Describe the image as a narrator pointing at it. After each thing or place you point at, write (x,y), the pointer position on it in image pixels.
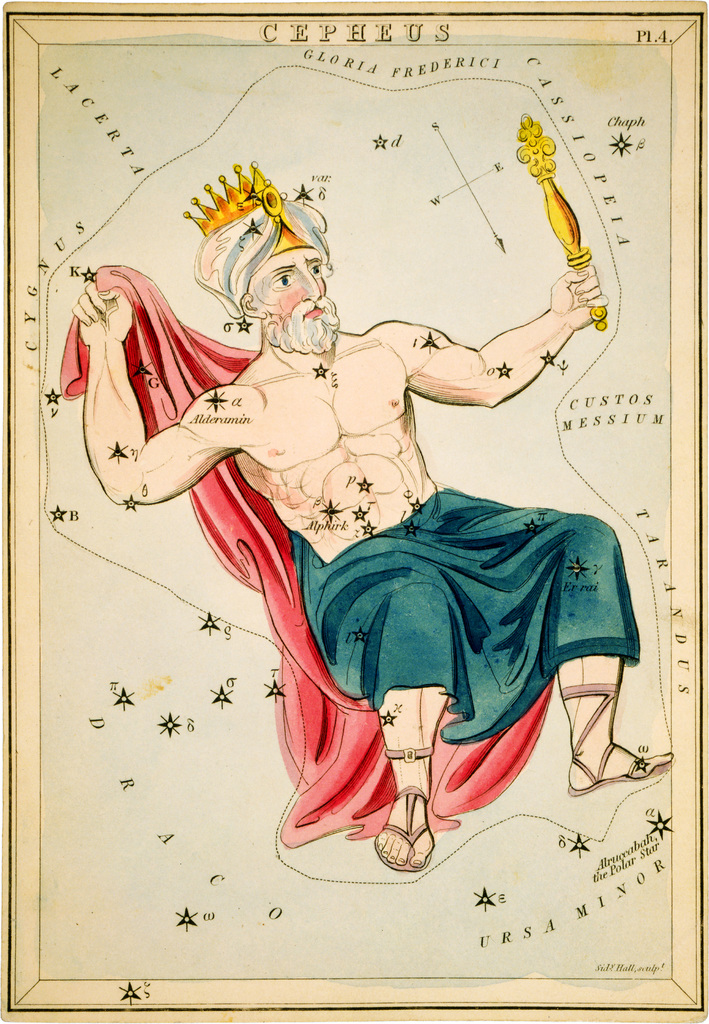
In this image we can see a man (437,704) holding red color cloth (376,763) and has a crown (245,211) on his head (224,223).
